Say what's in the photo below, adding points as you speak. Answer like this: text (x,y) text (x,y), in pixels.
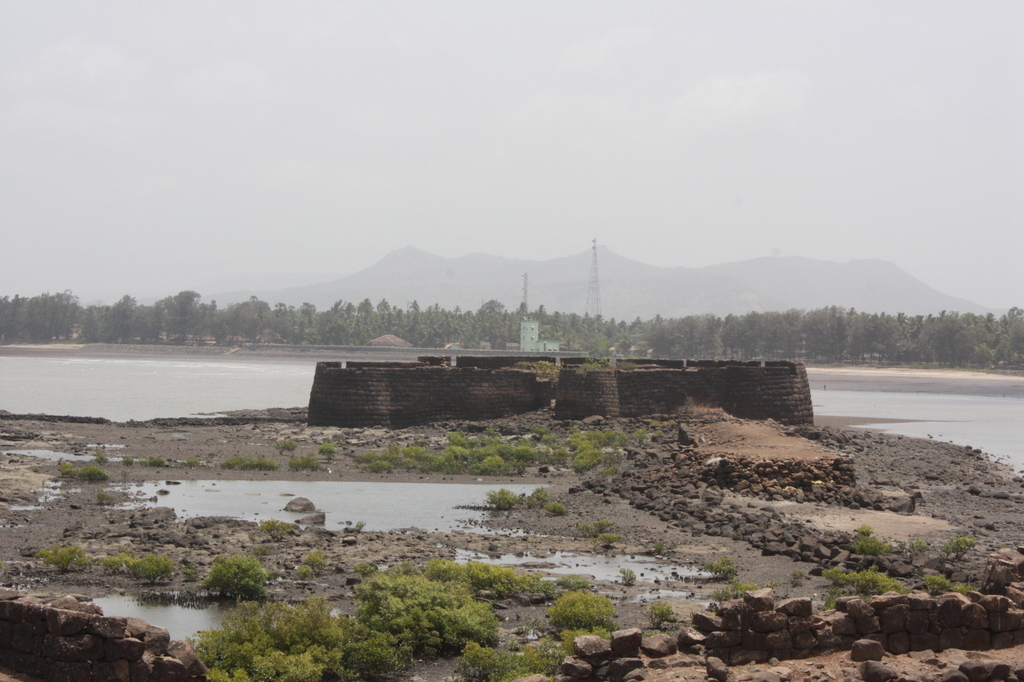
In this picture there is a small water lake (168,392) and in the middle of the lake (126,387) there is a old fort (509,374). In the background (141,309) there are many trees (255,322) and mountains (392,276).
